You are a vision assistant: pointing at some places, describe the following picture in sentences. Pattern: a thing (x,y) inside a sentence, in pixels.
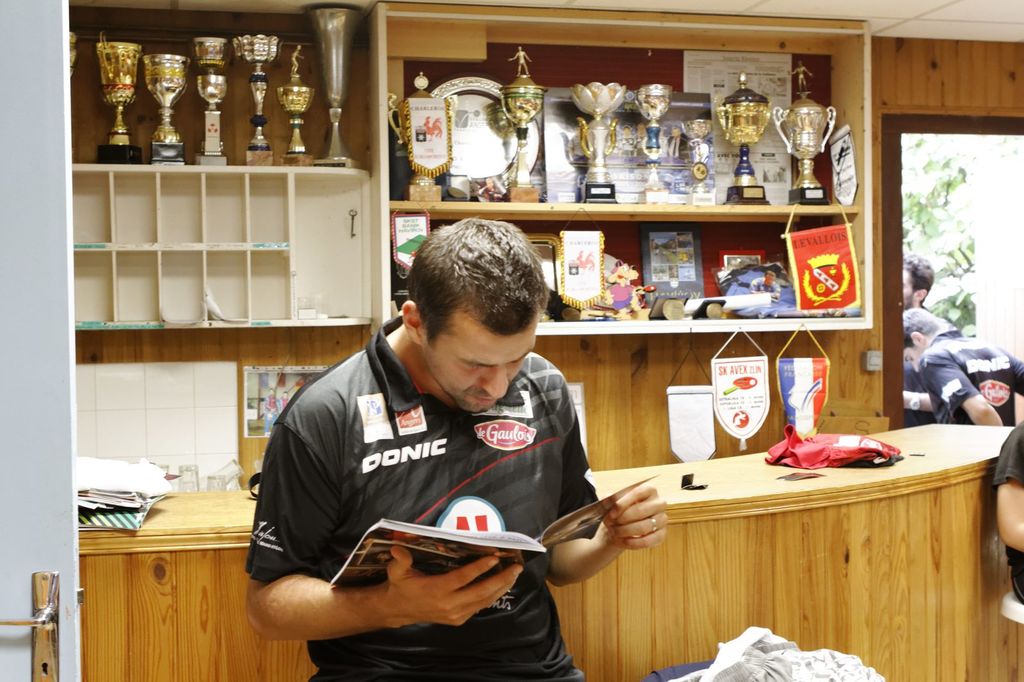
In this image we can see persons (918,390) standing on the floor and sitting on the chairs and one of them is holding a book (503,536) in the hands (492,556). In the background (466,168) there are mementos (485,167) and some objects (566,227) arranged in the cupboards (334,243).
